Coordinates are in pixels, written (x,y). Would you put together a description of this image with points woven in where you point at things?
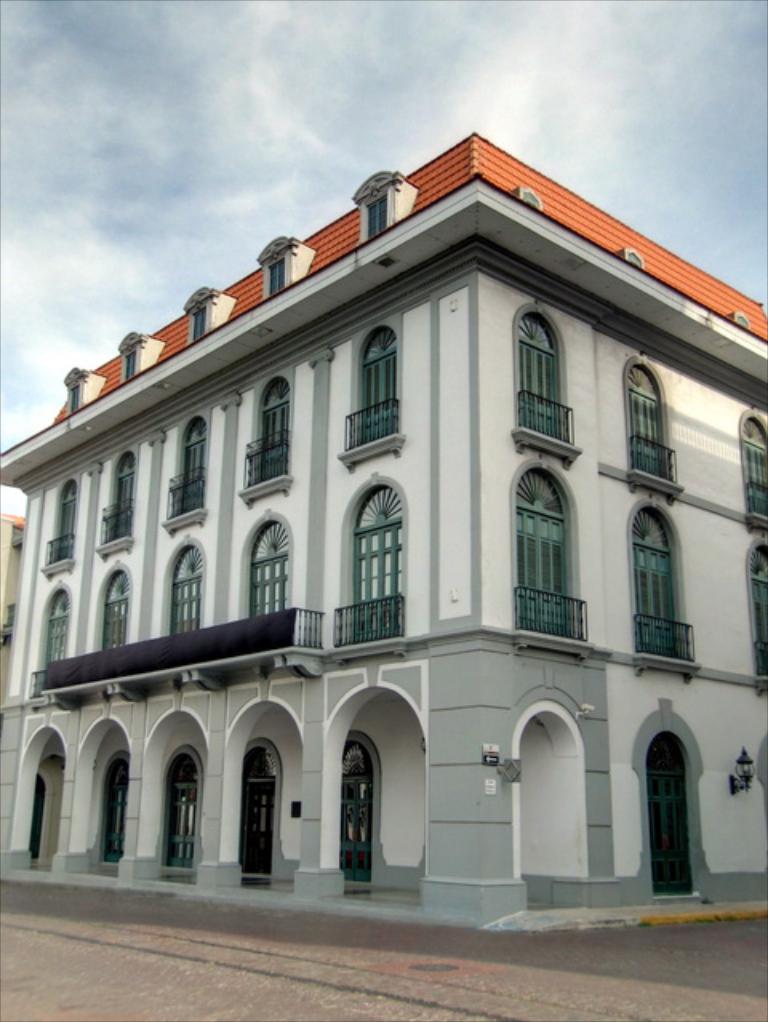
In this image in the center (302,372) there is a building (444,654) and at the bottom (276,945) there is pavement (314,951), and at the top of the image (254,91) there is sky (539,91).
